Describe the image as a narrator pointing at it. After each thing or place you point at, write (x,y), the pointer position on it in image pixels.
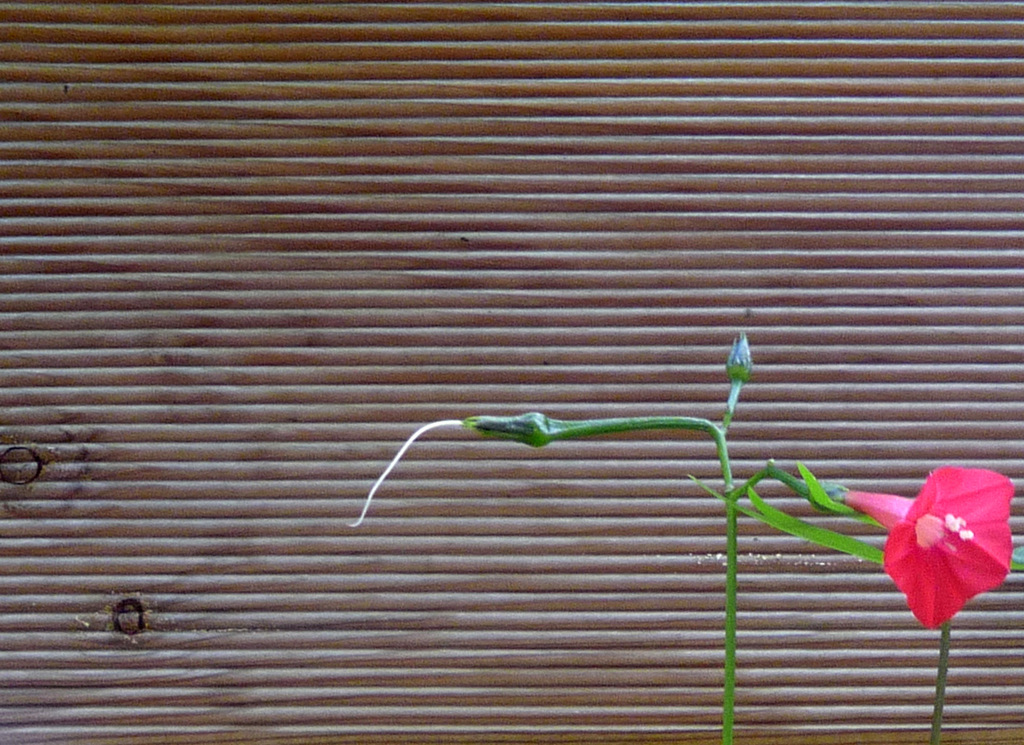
In this image we can see a plant (732,558) and there is a flower (872,512). Which is in pink color. We can see buds (736,350). In the background (304,300) we can see blinds (285,191).
